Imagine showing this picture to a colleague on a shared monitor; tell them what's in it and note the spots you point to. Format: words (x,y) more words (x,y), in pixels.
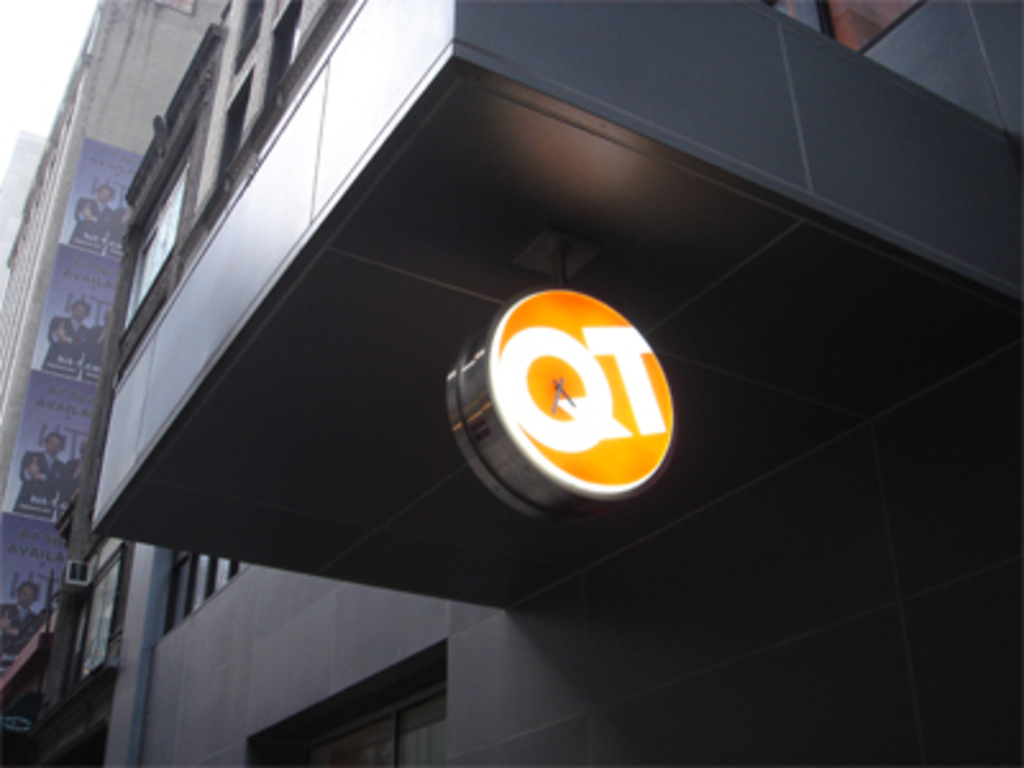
In this image, we can see a building (325,233) contains a clock (584,294).
